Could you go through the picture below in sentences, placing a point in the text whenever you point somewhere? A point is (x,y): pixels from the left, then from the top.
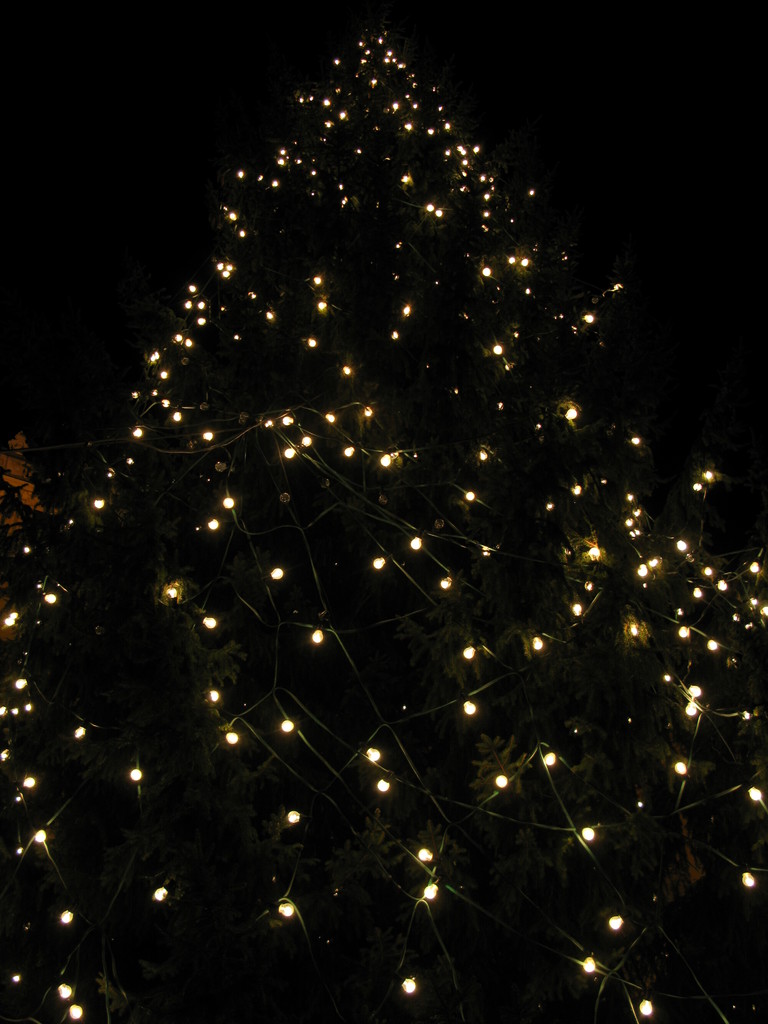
In this image there is a Christmas tree (292,598), there is a Christmas tree (359,862) truncated towards the bottom of the image (703,707), there are lights (680,768) on the Christmas tree (277,416), there is a building (27,491) truncated towards the left of the image (14,457), the background of the image (200,111) is dark.
